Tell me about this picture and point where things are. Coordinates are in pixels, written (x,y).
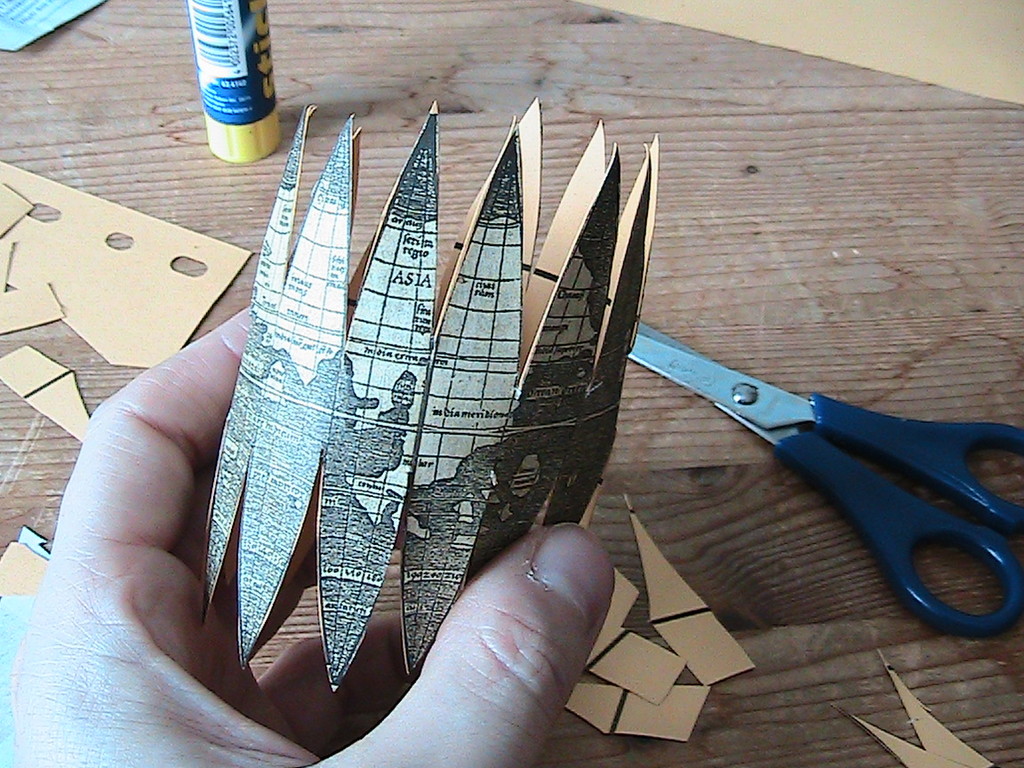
In this image I can see hand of a person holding an object (251,495). There are papers (109,318), there is a glue stick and scissor (784,397) on the table (365,47).
